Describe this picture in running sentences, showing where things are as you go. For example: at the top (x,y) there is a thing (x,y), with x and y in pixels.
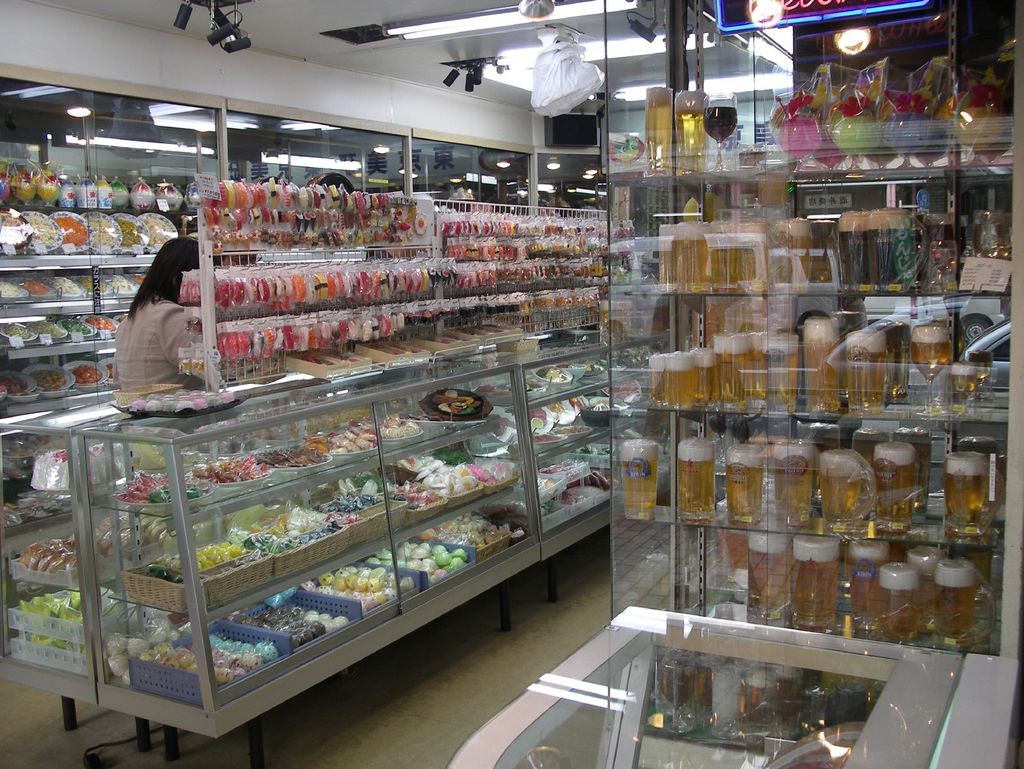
The image is taken in a store (636,601). In the image there are glass shelves (636,190) and racks (713,418). On the right (836,474) there are glasses (716,246) filled with beers (727,363) and there are other food items (905,88). In the center of the picture (453,456) there are food items (468,471), toys (391,320), key chains (368,320) and woman (159,277). In the background (120,147) there are glass windows (135,173), food items (111,185), packets (93,203) and other objects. At the top (448,24) there are cameras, lights (589,8) and other objects (549,75).
